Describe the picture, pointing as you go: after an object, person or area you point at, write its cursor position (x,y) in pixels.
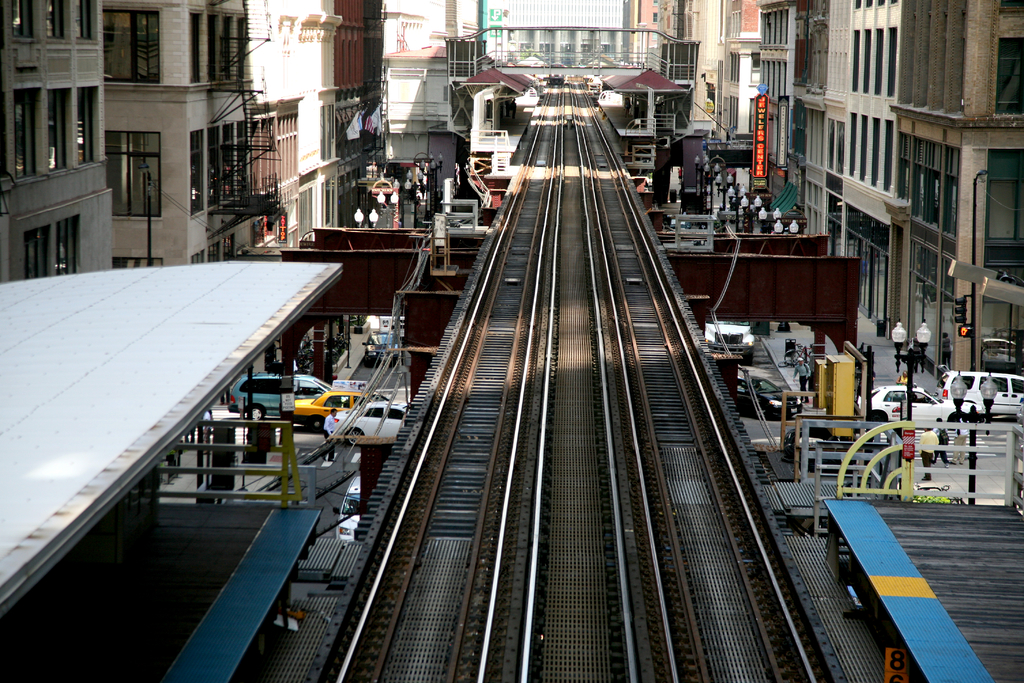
In this picture we can see a few railway tracks (593,399). There are street lights (972,410), persons (928,460), vehicles (895,408) and buildings (1020,338) in the background (964,432). We can see a shed (163,341), a person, street lights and buildings (456,13) on the left side (269,138).
